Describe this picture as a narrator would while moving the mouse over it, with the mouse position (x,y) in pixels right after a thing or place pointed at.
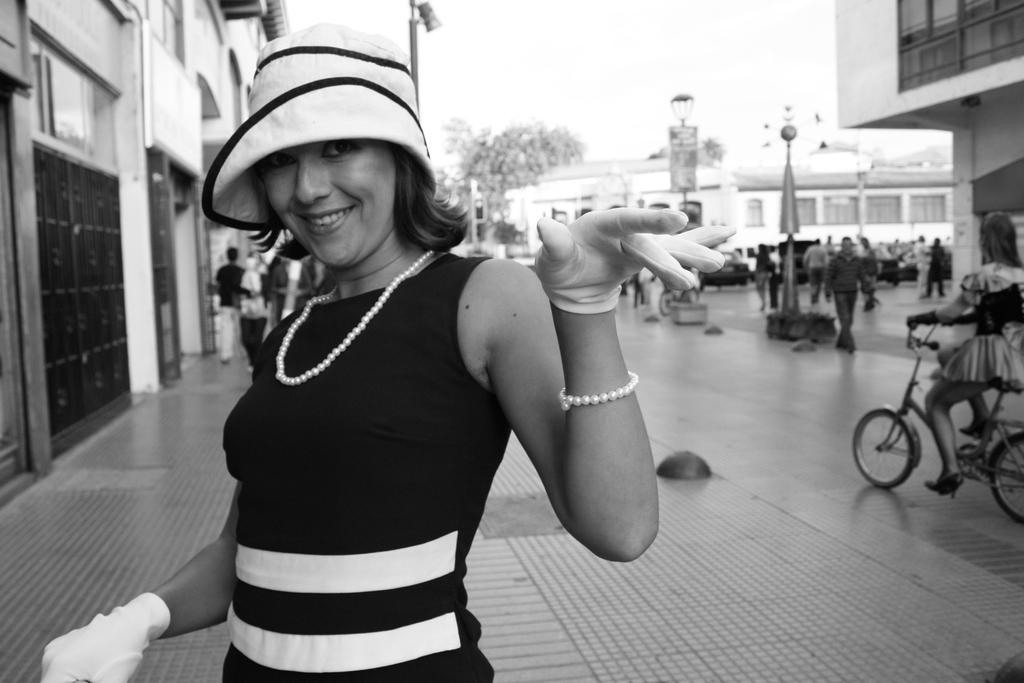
On the left (297,453) there is a woman (323,356) smiling. Behind her there are buildings (595,192), trees (540,144), poles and few people (811,250). On the right (947,398) a woman (956,384) is riding bicycle (875,441).
